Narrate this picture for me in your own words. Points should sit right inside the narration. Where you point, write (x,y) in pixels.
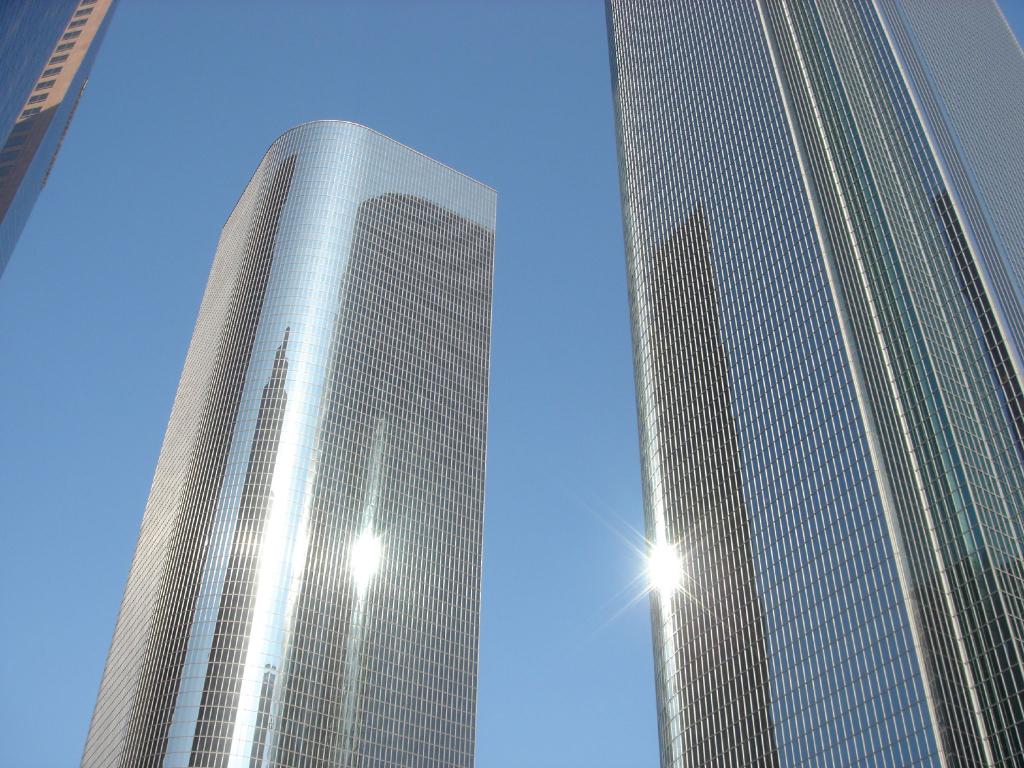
In this image there are three tall buildings (452,423) and there is a sky (534,354).
